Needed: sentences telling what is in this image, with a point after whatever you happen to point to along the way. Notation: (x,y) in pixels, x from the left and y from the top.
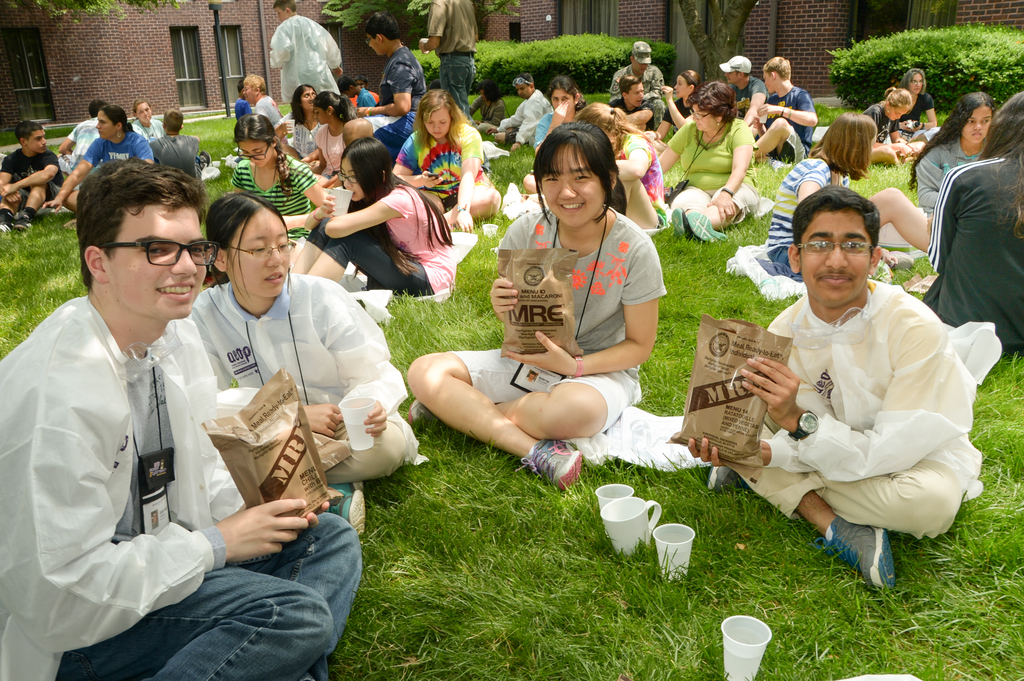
At the bottom of the image (886,647) there is grass (958,647). In the middle of the image (609,295) few people (1021,266) are sitting and standing and holding something. Behind them there are some plants (1015,38) and trees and building (52,94).
